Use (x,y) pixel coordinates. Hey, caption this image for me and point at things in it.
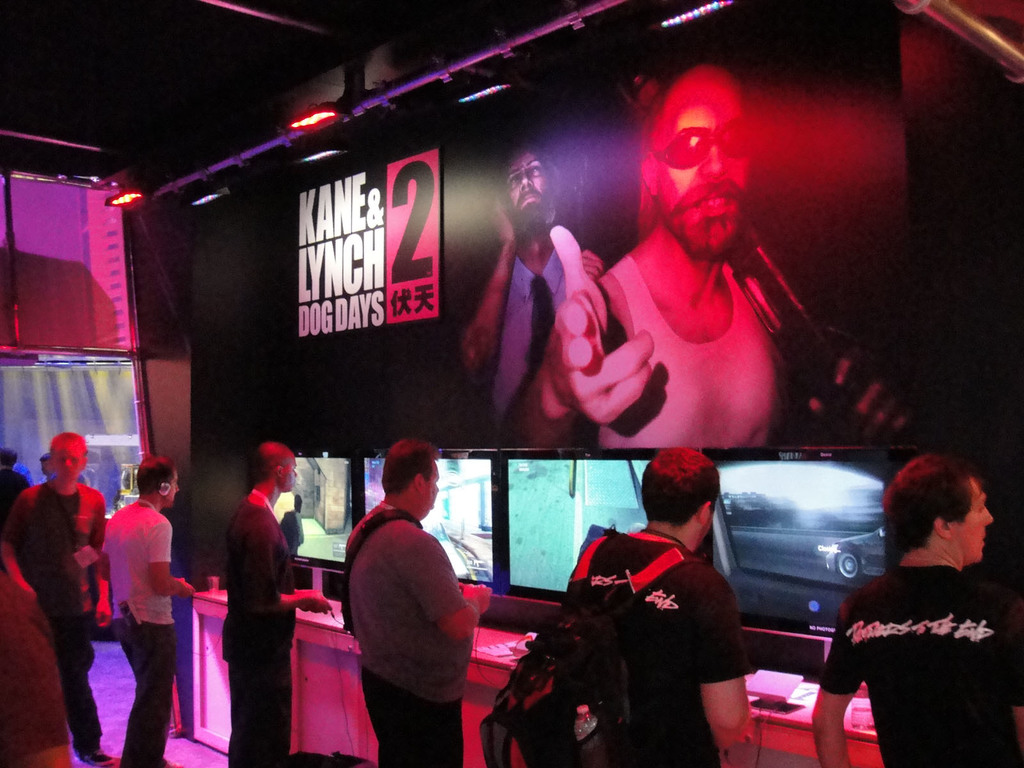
In this image, we can see a group of people (488,590) standing in front of a table (865,747), on the table (847,714), we can see some object (344,522). in the background (439,344), we can see a board (588,208) with some pictures (588,208) and text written on it.
